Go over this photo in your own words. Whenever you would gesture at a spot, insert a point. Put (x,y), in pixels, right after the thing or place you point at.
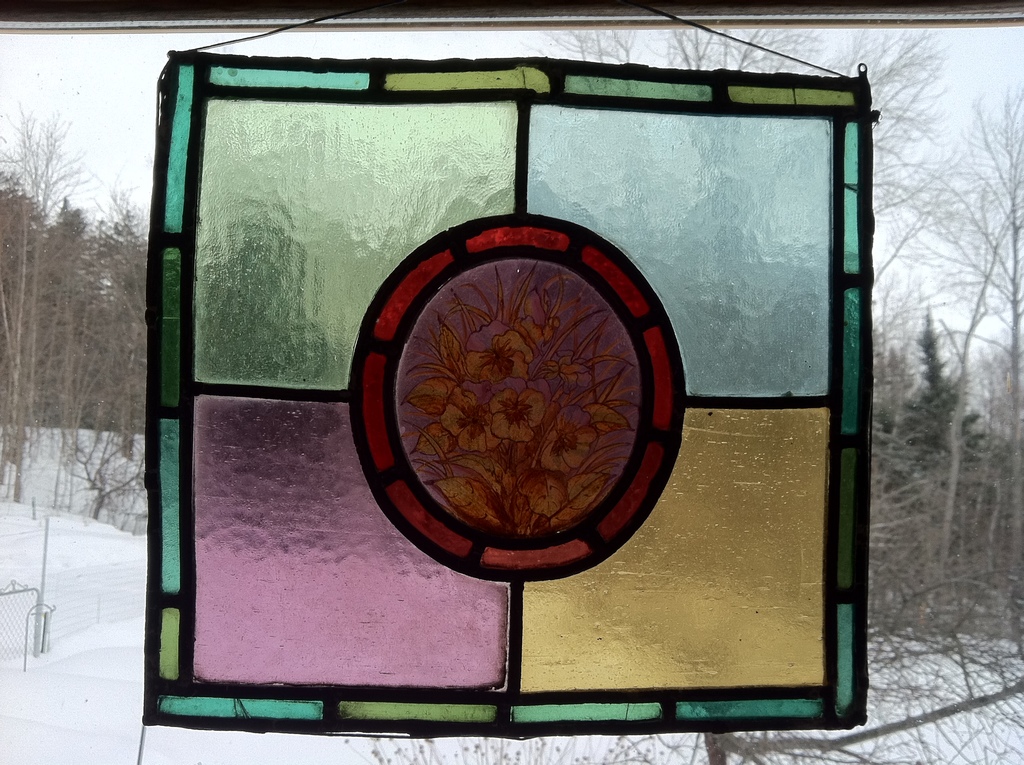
We can see painting (591,531) on this glass (181,689), through this glass (187,700) we can see trees (966,614), snow (47,663) and sky (133,106).
